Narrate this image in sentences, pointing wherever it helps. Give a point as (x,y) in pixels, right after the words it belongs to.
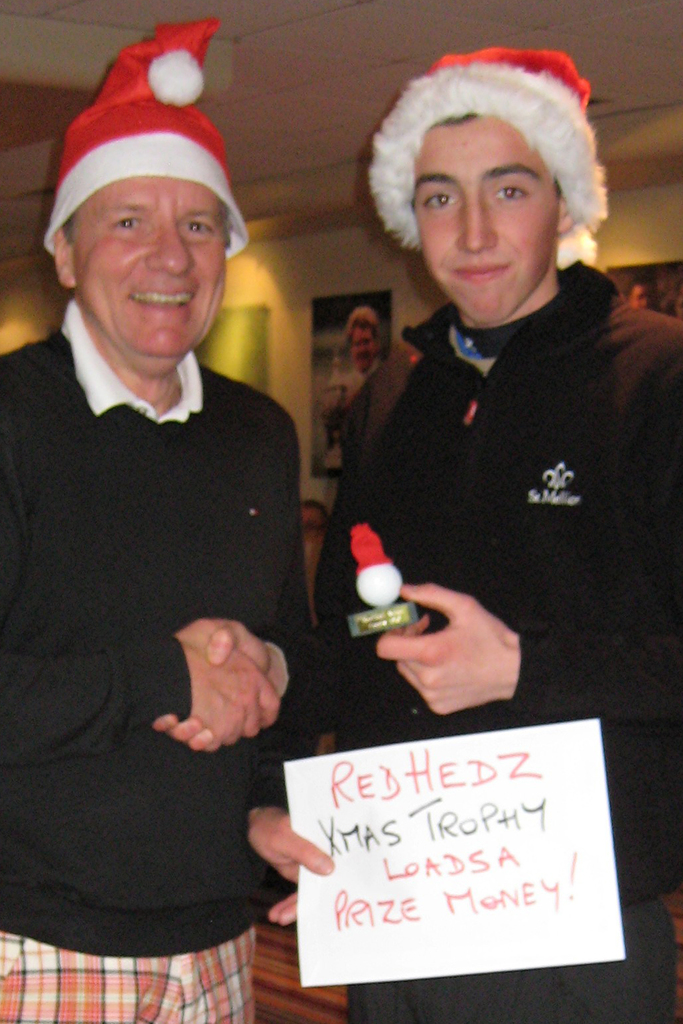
In the image there are two persons (434,323) in black dress (42,414) and christmas cap (117,72) shaking hands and smiling, behind them there are pictures (326,341) on the wall (353,242).
